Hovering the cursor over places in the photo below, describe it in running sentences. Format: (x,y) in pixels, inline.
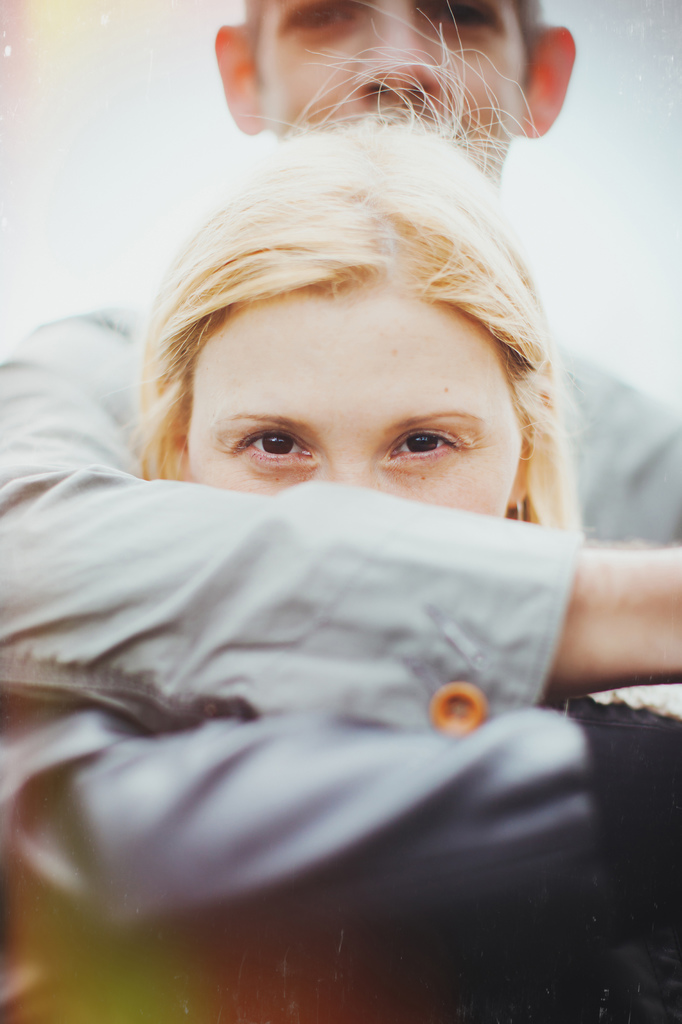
There is a man (435,558) and a woman (446,289). In the background (146,156) it is blurred.
